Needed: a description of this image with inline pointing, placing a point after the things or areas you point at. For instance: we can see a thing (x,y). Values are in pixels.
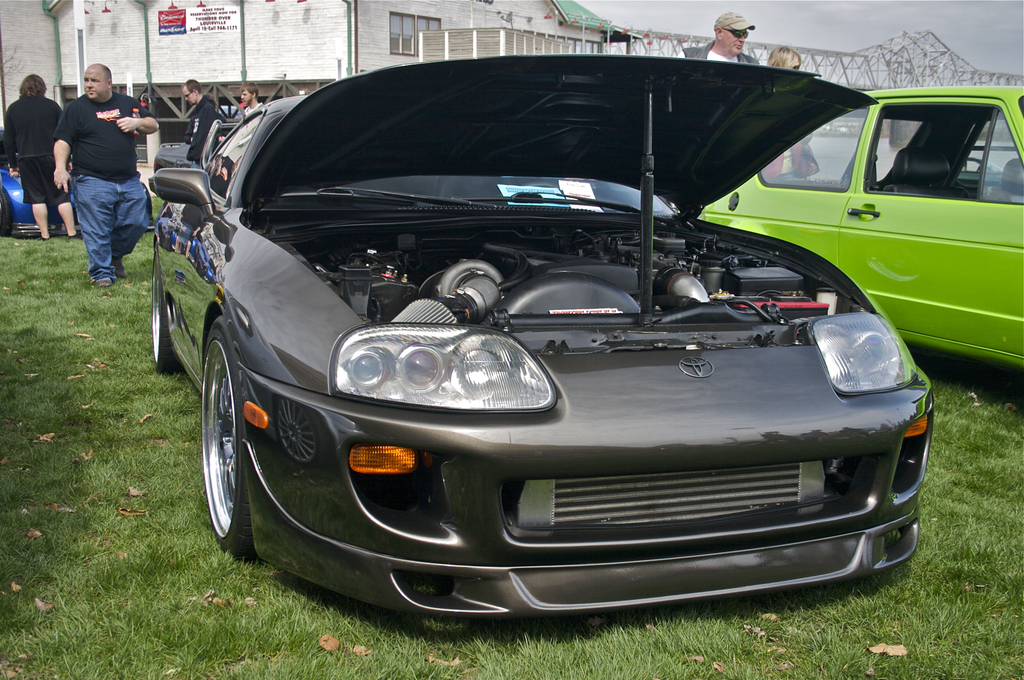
In this image we can see a few people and vehicles (440,328) on the ground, also we can see a building (498,24) and a bridge (841,56), in the background (848,41), we can see the sky (822,26).
